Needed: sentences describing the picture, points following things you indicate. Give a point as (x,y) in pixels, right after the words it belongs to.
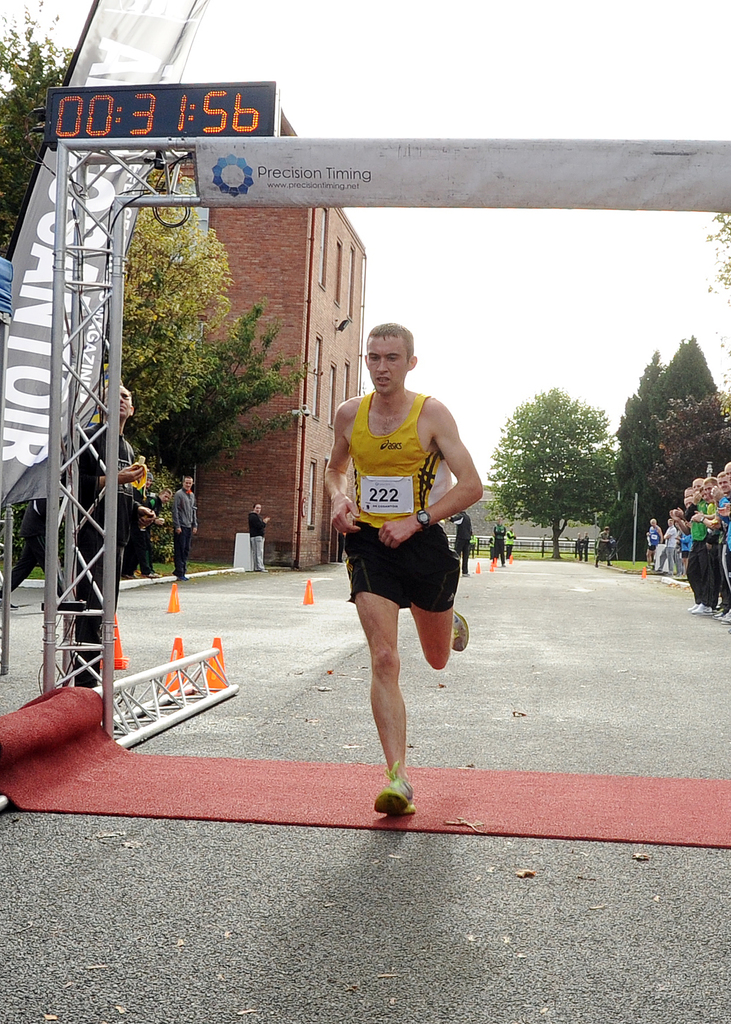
In this picture I can see there is a person (425,639) jogging and he is wearing a yellow shirt (398,445) and shorts (370,548). There is an arch (92,156) with timer (72,105), there are a few people (706,500) standing at the left side (104,480) and right sides. There are trees (151,406) on the left side (148,293) and right side, there are traffic cones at left side (121,645). The sky (490,4) is clear.
